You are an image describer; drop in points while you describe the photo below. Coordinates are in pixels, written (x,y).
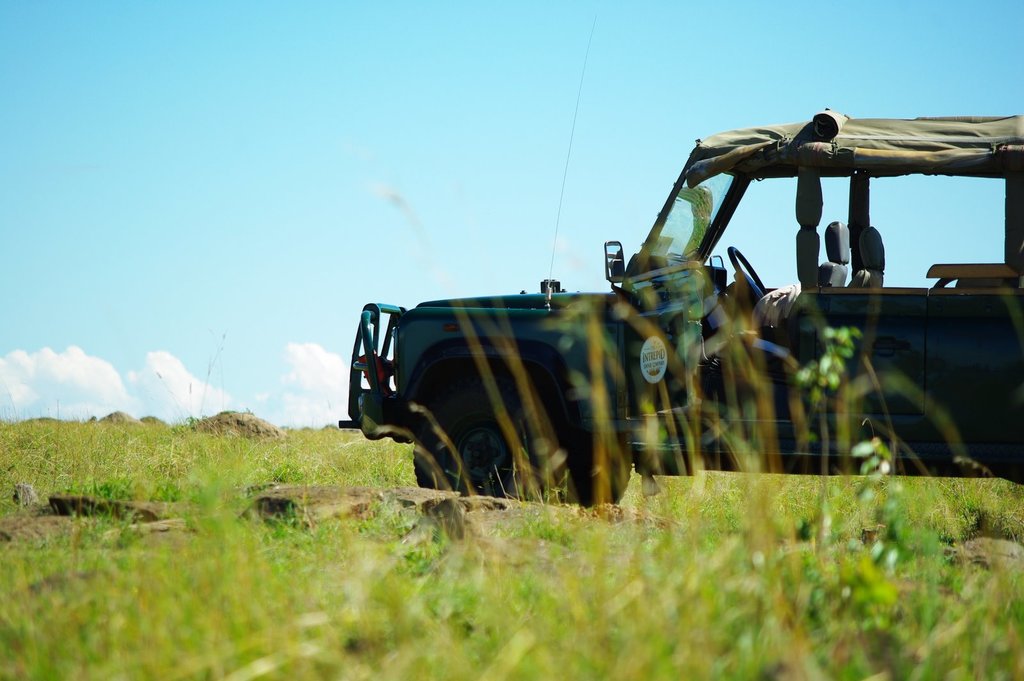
In this picture we can see a vehicle (914,411) on the grass (406,456), rocks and in the background (213,406) we can see the sky (344,264) with clouds (91,374).
